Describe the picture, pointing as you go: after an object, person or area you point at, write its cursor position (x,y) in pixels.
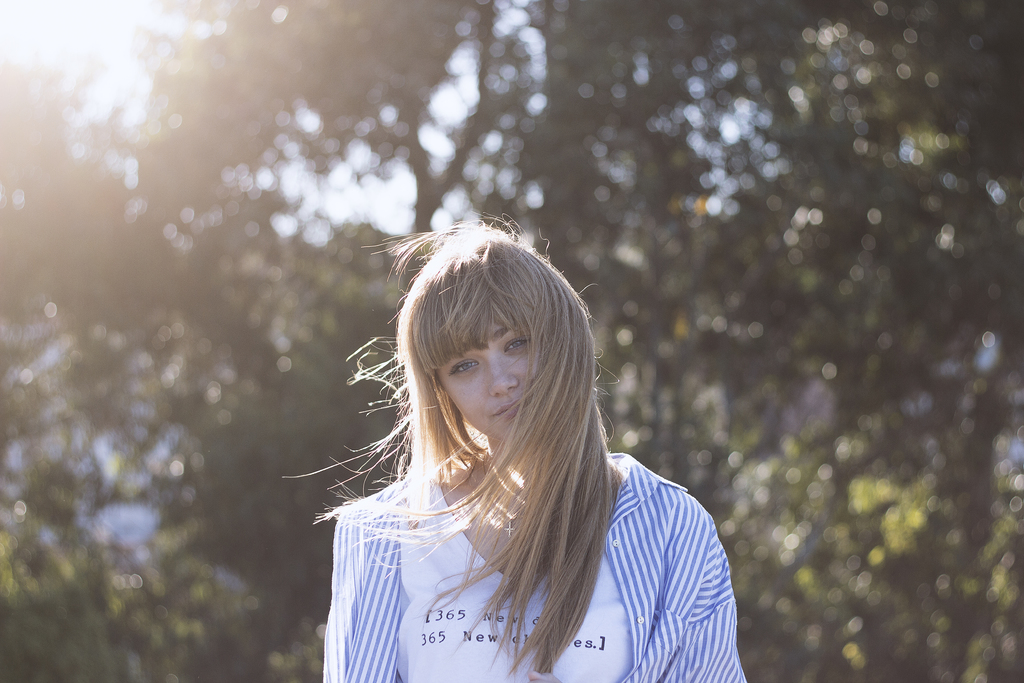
In this picture we can see a woman (625,520) in the front (613,536), in the background (698,488) there are some trees (676,259), we can see the sky (356,217) at the left top of the picture (105,44).
